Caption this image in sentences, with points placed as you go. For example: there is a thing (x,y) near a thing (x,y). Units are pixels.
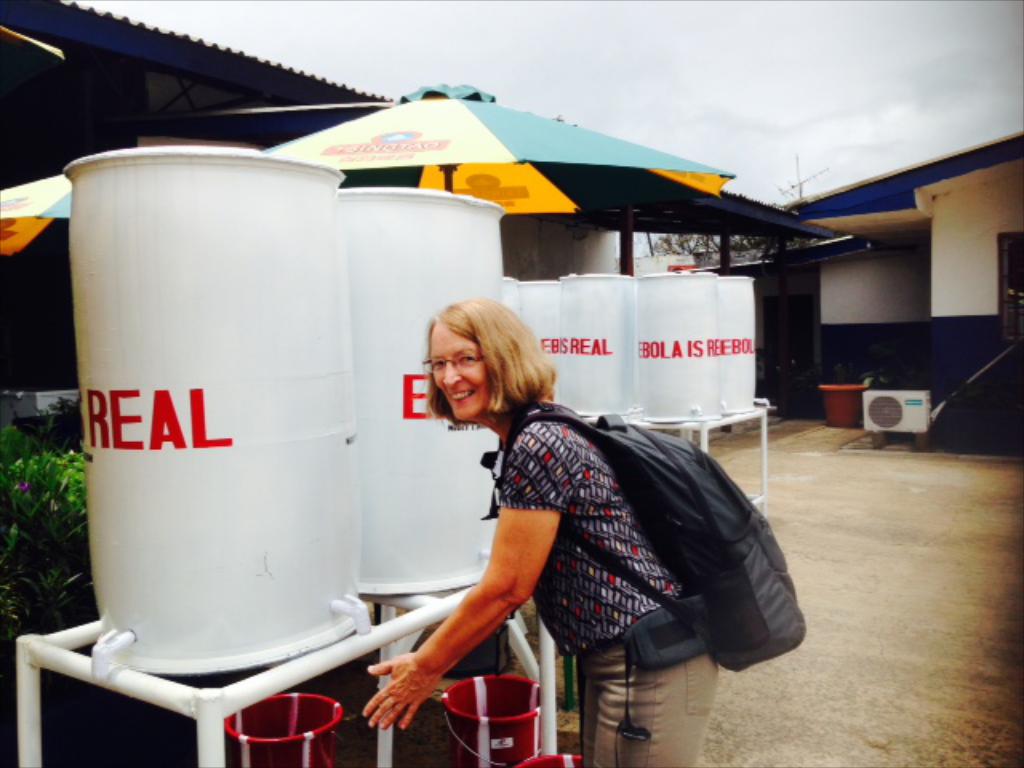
In this picture there is a woman (611,636) standing and smiling. There are drums (332,292) on the table (199,734) and there are buckets (301,698) under the table (76,628). At the back (924,261) there is a building (810,204) and there is a tree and pole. There are plants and there is an air conditioner (872,414). There are umbrellas (392,162) behind the drums (490,256). At the top (637,75) there is sky (661,27).
